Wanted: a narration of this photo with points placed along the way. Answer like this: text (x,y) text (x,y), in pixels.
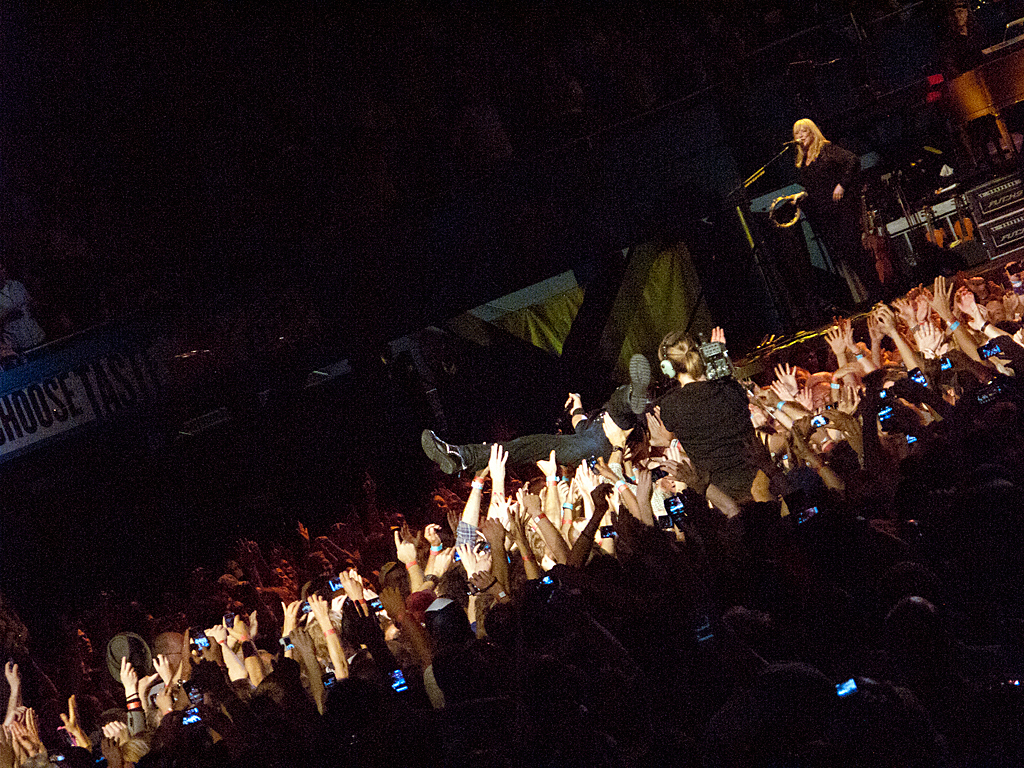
In this image we can see many people (577,525). There is a lady (843,245) standing. In front of her there is a mic (787,145) with mic stand (733,191). In the back (89,361) there is a board (59,387) with text (67,409). In the background (430,284) it is dark. And we can see a person (719,452) holding a video camera (709,373) and wearing headphone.
